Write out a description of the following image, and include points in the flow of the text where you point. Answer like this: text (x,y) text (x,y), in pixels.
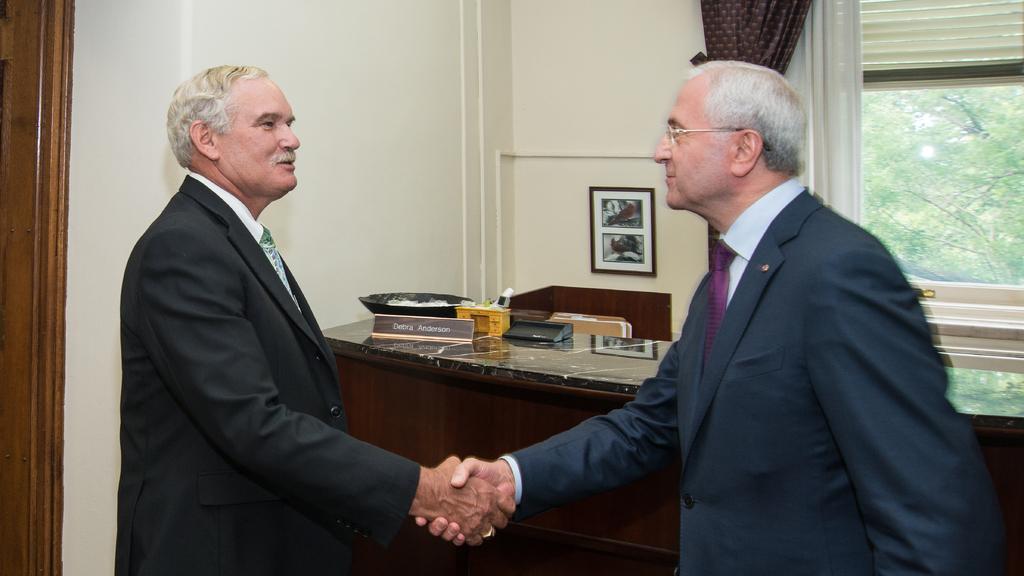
This picture is clicked inside the room (808,133). In the center (682,359) we can see the two men (272,249) wearing suits (301,325), standing and shaking their hands (483,485). In the background (611,202) we can see a picture frame (600,195) hanging on the wall (536,176) and we can see the curtain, window (920,181), window blind (970,48) and some objects (543,327) placed on the top of the table (398,375) and we can see some other objects (72,57).
